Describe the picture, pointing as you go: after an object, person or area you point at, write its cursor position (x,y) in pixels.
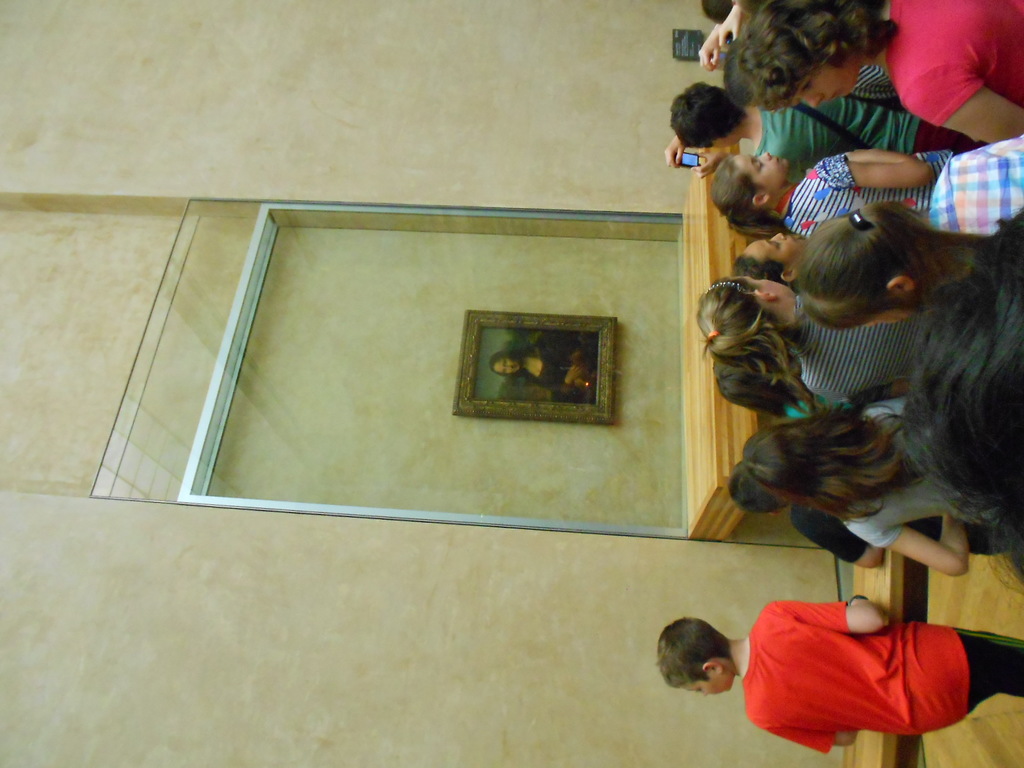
In the picture we can see some group of kids (801,343) standing and some are holding mobile phones (724,58) in their hands (709,62), on left side of the picture (168,374) there is photo frame (493,327) attached to the wall (342,374) and there is glass (346,357).
